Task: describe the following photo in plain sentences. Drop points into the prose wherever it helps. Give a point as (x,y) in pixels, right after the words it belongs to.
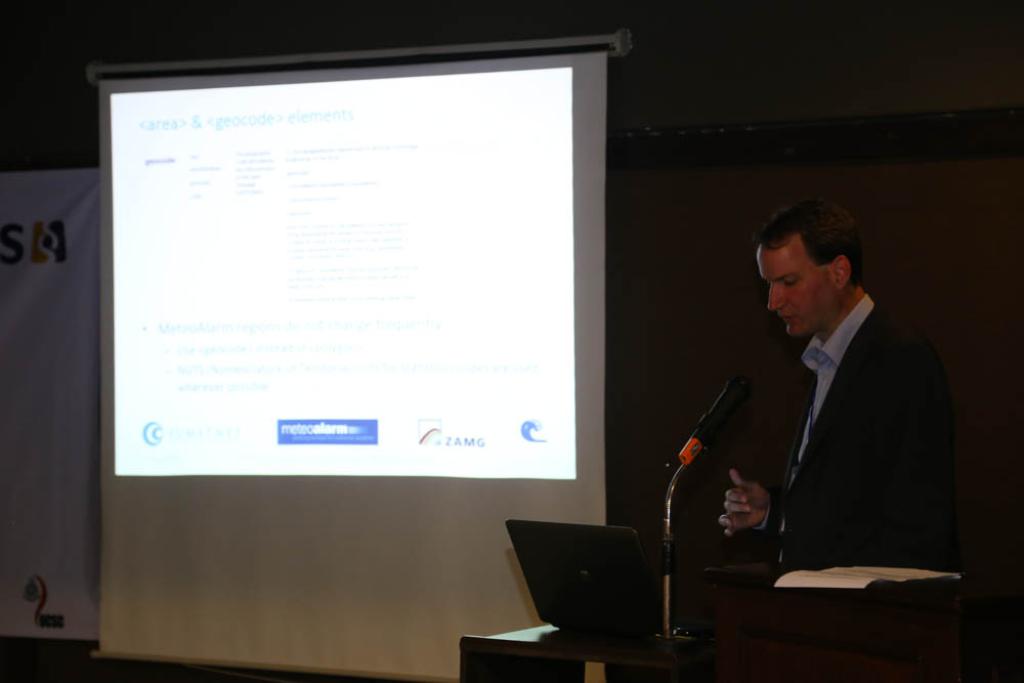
There is a person (871,408) standing and speaking in front of a mic (734,407) and there is a projected image (432,317) behind him.
